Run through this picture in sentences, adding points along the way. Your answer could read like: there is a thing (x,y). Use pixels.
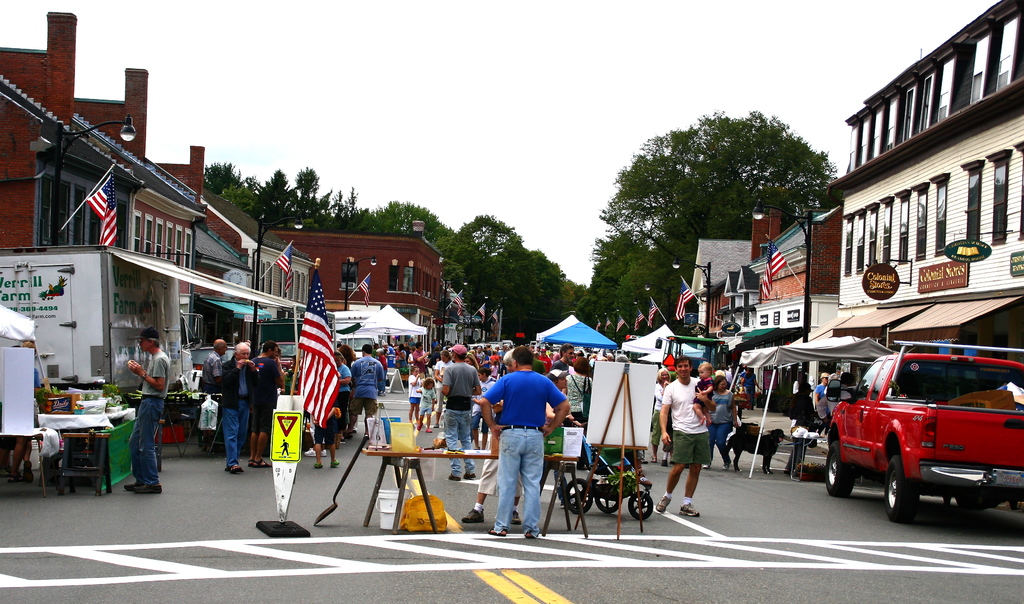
In this picture we can see some people (469,473) are standing and some people (726,408) are walking on the road (680,503) and a person (675,458) is holding a stroller (609,467). A man (529,407) in the blue t shirt (513,412) is standing and in front of the man (519,395) there is a table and on the table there are some objects (402,430). On the right side of the man (512,477) there is a stand (623,412) with board (619,425), a vehicle (902,425) and a dog (747,442) and buildings (950,216) with name boards (884,275). On the left side of the people (377,377) there are vehicles (68,315), flags (96,212) with sticks (74,212) and poles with lights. Behind the people (472,357) there are stalls (605,341), buildings (378,286), trees (696,218) and the sky (535,242).
